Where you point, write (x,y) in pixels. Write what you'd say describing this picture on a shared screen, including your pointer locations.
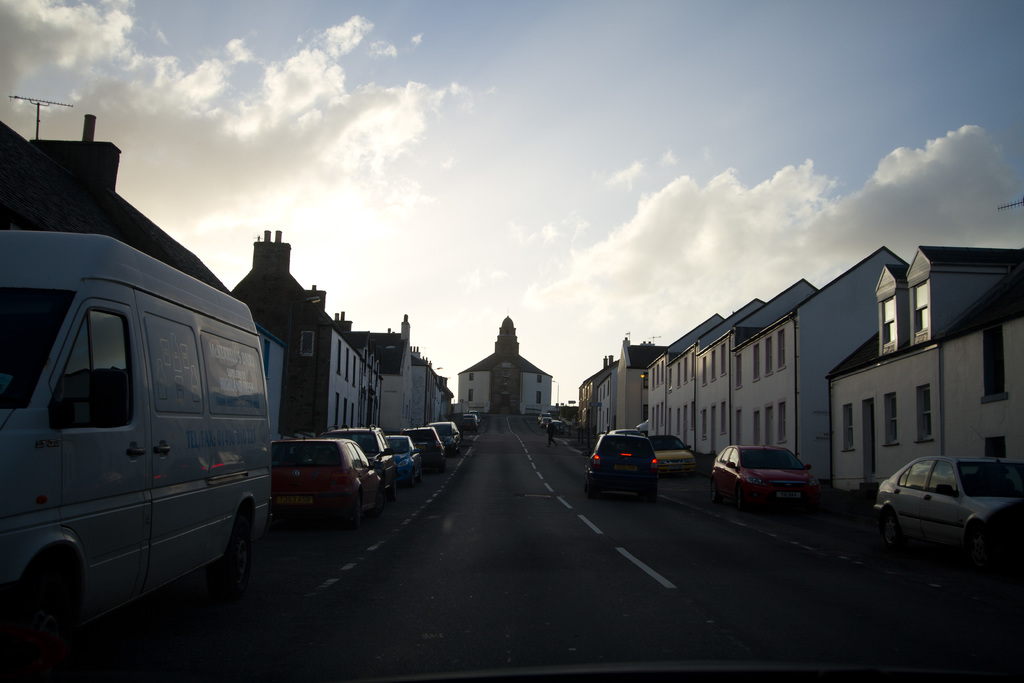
At the bottom of the image (472,528) there is a road (461,597) and I can see many cars (121,506) on this road (599,587). On both sides of the road (463,462) there are many buildings (440,394). At the top (658,111), I can see the sky (611,89) and clouds (653,235).
